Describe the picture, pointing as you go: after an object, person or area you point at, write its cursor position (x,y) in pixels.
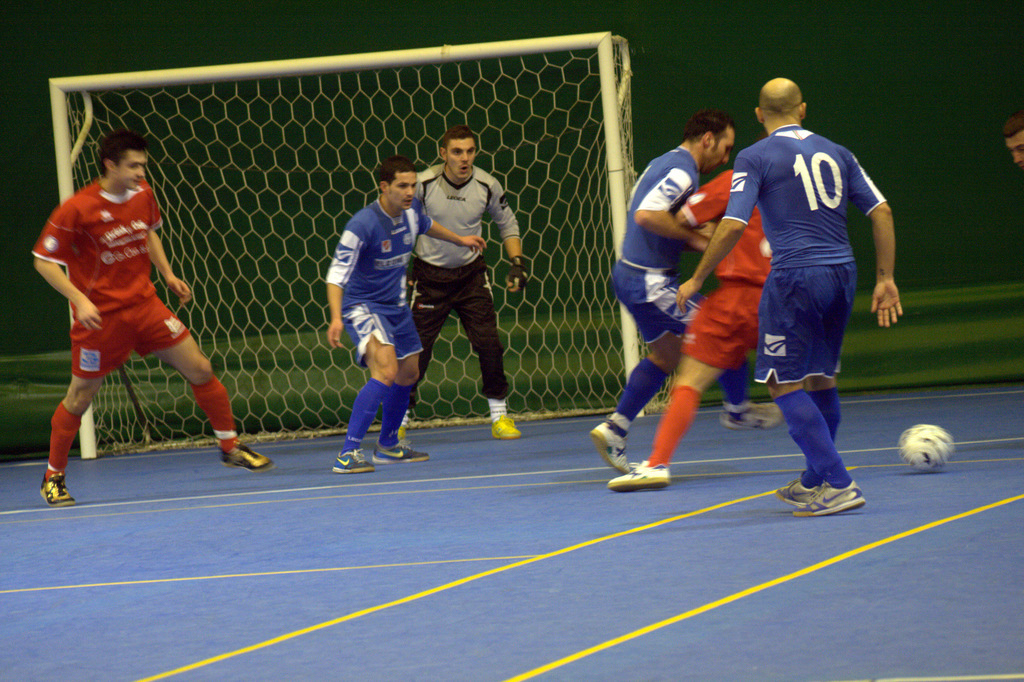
In this image we can see people (429,329) playing a sport. In the background of the image (256,269) there is a goal post (507,334). At the bottom of the image (457,631) there is a blue color floor (586,579). There is a ball (938,459) to the right side of the image (933,459).
